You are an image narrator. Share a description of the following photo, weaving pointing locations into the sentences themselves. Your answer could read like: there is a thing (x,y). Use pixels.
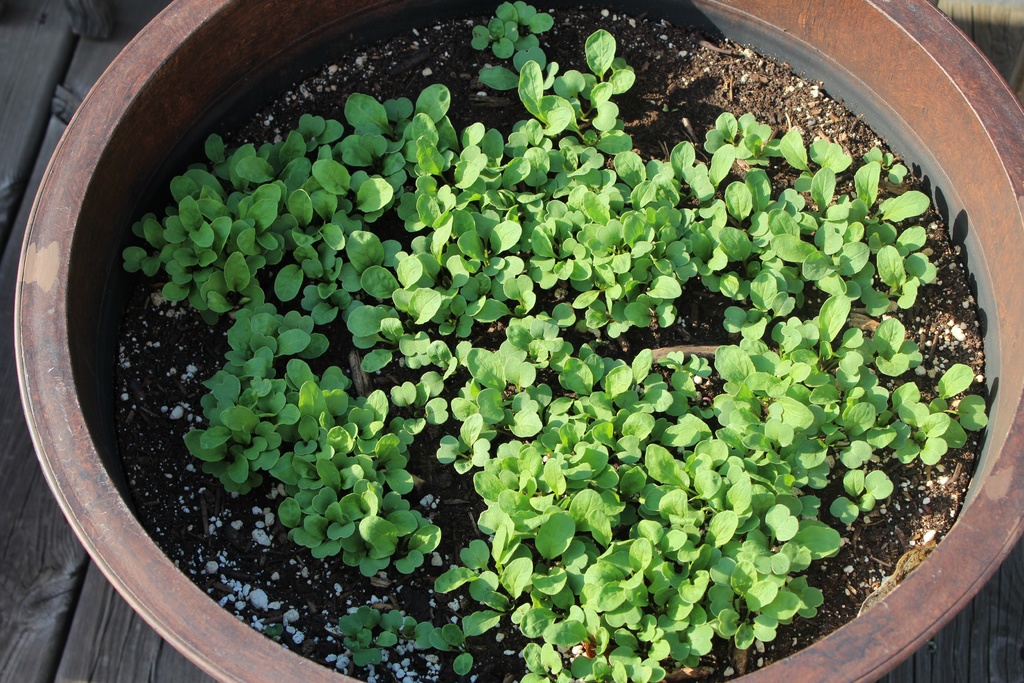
In this picture we can see there are plants (245,449) and soil (172,474) in the pot (982,511), and the pot (923,90) is on the wooden object (1021,663).
